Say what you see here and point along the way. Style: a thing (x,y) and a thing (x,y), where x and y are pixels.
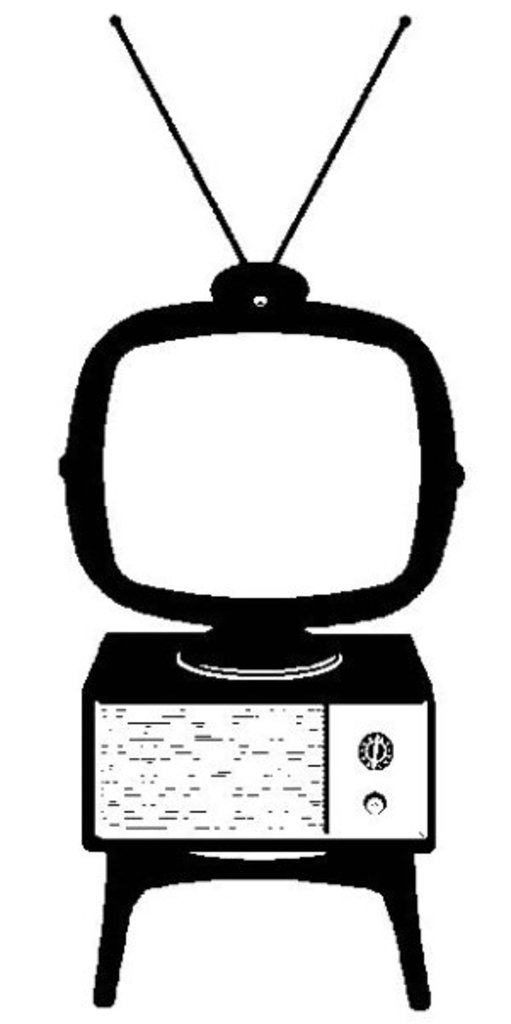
This is an animated picture of a television (175,545) which is placed on a device (393,851) and a stool (390,895).
